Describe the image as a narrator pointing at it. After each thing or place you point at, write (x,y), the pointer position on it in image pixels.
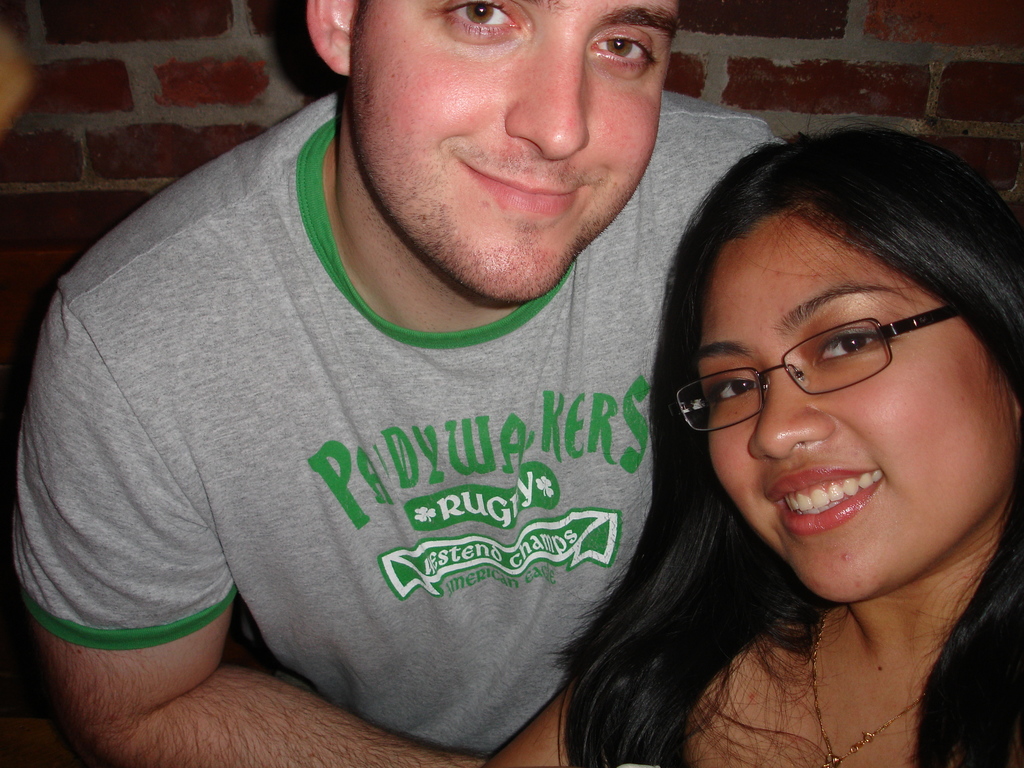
In the foreground of this image (934,696), there is a woman (824,552) and a man (551,414) posing to the camera. In the background (165,121), there is a brick wall (141,123).
